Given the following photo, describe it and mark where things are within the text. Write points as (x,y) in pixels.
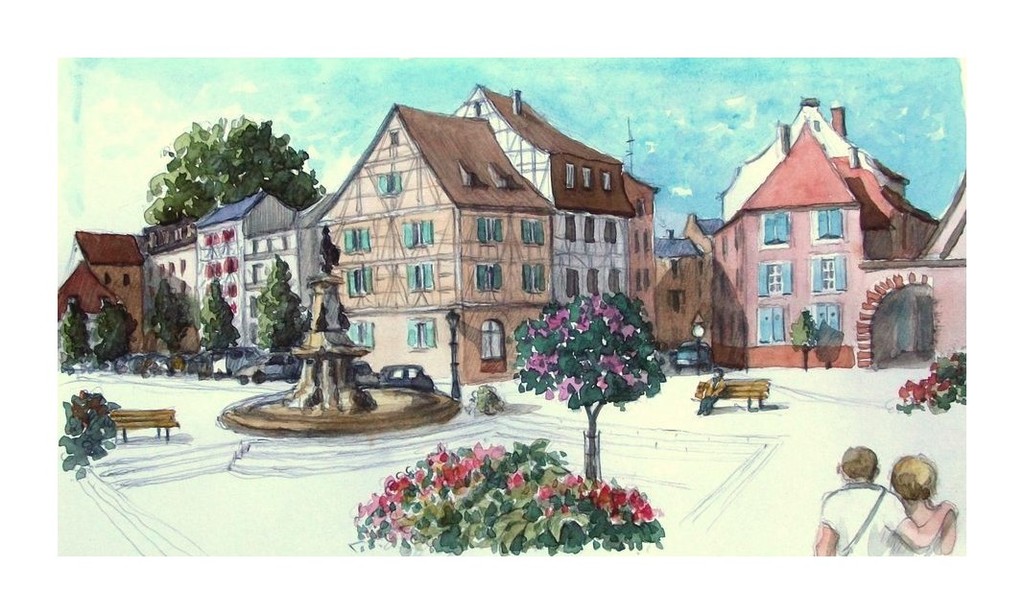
I can see this image is representing a painting. There are buildings (293,215), vehicles (169,358), trees (212,334), flowers (498,499), plants (515,506) and there are two persons (873,502). Also there are two benches (745,392) and one person (710,396) is sitting on one of the bench (763,392). There is a fountain (341,329) and in the background (354,153) there is sky (69,200).
